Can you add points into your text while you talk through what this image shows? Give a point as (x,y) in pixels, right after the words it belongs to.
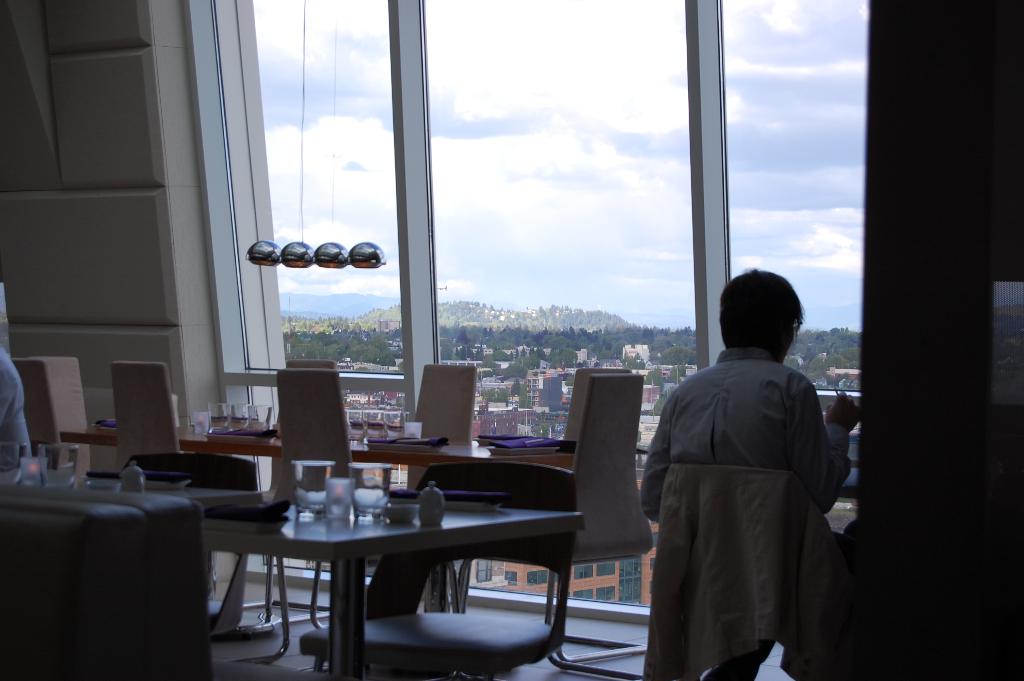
In this image I see a person (674,454) sitting on the chair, I can also see there are lot of tables (358,679) and chairs (562,643) and there are few glasses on the tables (261,497). In the background (222,344) I see the wall (161,120), windows (490,431), lot of buildings (377,325), trees (668,337) and the sky (365,128).
